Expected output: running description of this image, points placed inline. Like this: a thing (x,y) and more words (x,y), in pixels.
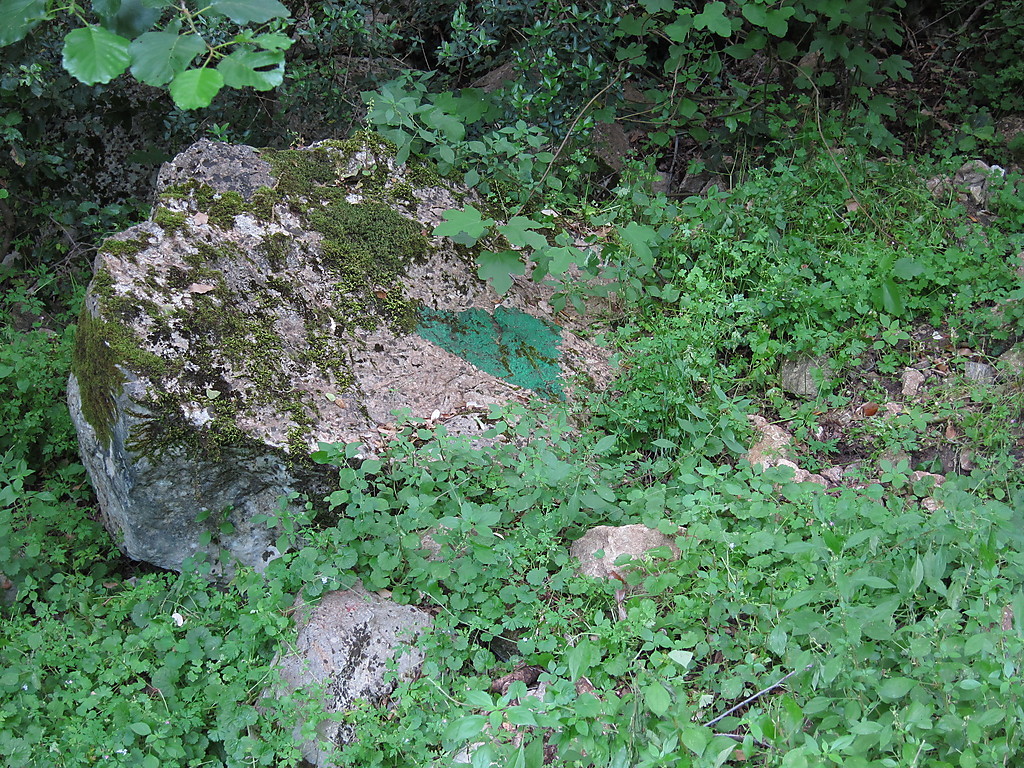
In this image there are plants (550,609) on the ground (536,593) and there are stones (195,420), On the top right (776,14) there are leaves (720,32) and on the top left (153,41) there are leaves (187,49) visible.
